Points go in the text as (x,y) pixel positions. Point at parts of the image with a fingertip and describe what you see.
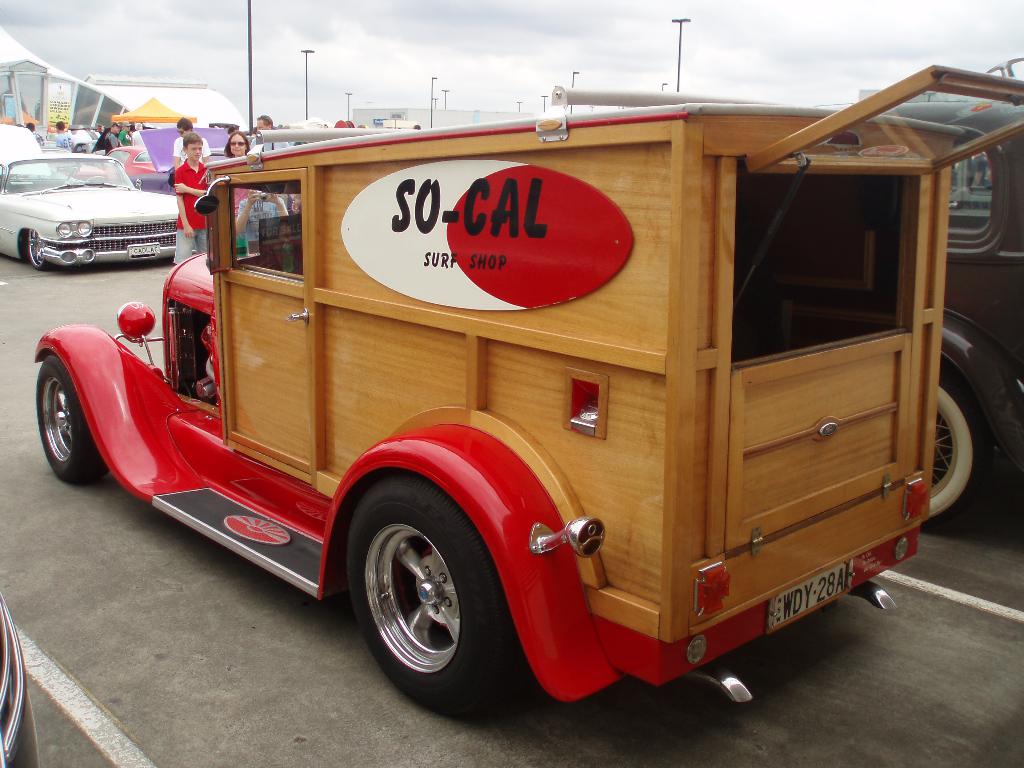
In this picture, I can see few cars (98,199) which is parked after that two person (194,178) who are standing i can see few electrical poles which includes lights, Here we can see few people (131,127) and all the motor vehicles (917,319) are parked, Finally i can see a sky (863,12).
